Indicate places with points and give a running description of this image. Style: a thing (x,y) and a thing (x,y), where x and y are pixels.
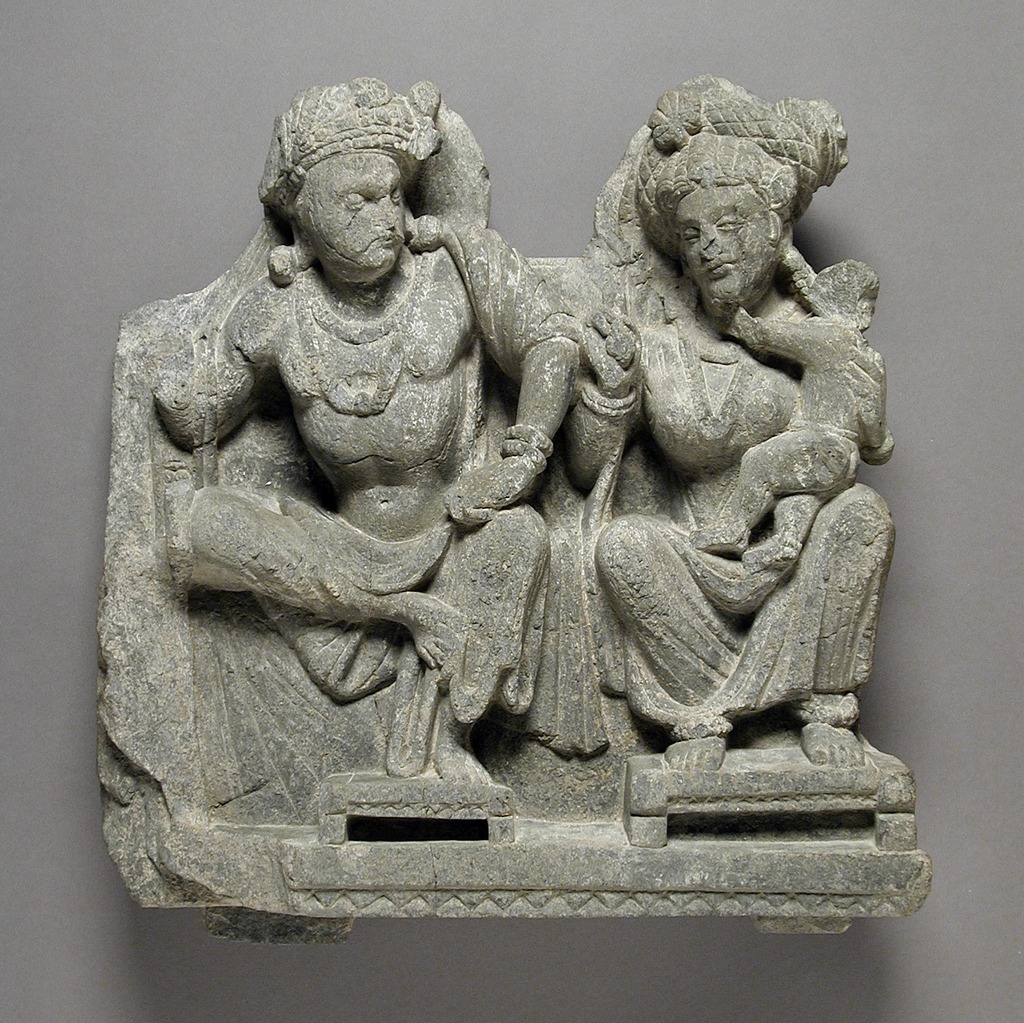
There is a statue (363,488) attached to a wall (76,518) as we can see in the middle of this image (491,549).
